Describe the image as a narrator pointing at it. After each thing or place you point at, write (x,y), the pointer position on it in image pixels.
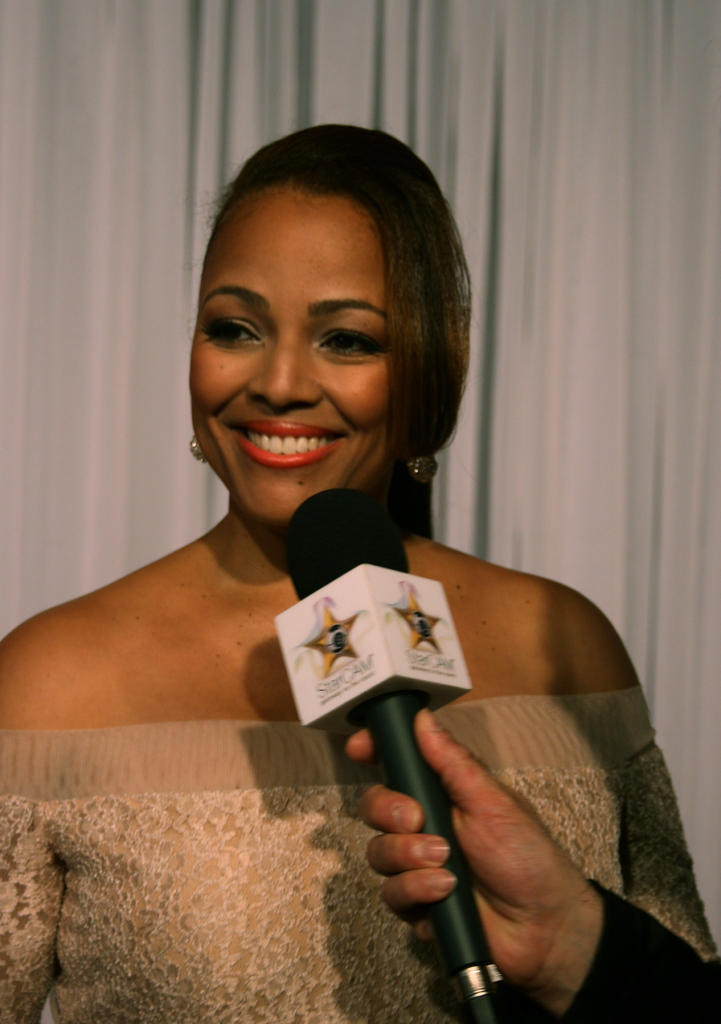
In the center of the image (401,447) we can see a woman (251,531) smiling and there is some person (477,886) holding a mike (375,695). In the background (183,70) we can see the curtain (339,69).
